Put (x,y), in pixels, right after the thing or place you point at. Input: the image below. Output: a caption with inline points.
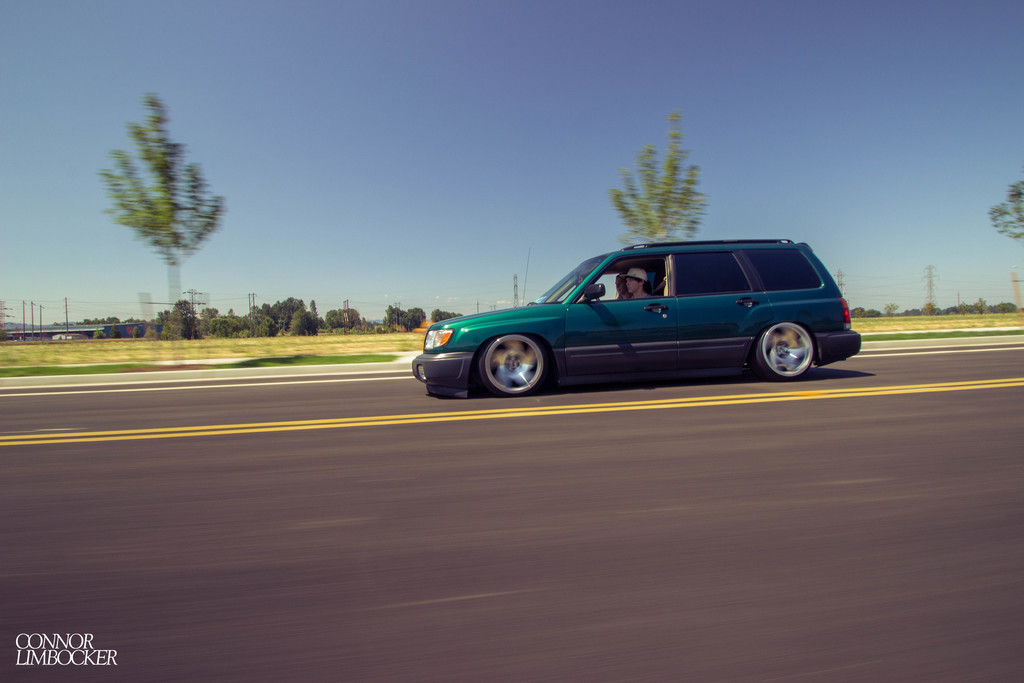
In this image I can see the vehicle (675,299) and I can see two persons (630,279) sitting in the vehicle (658,302). In the background (9,303) I can see few trees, electric poles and the sky (541,76) is in blue and white color.
